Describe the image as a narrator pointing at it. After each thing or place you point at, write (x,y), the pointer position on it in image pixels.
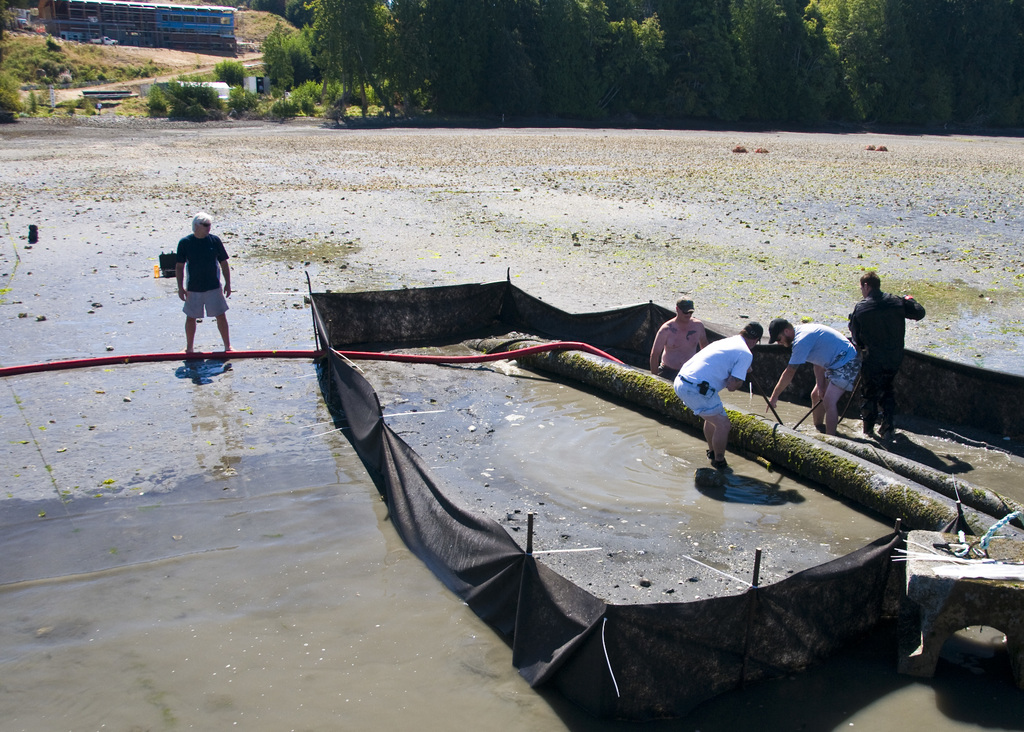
In this image we can see many trees (821,45). There are few people (816,361) working at the right side of the image (694,404). There are few pipes (588,352) on the ground (182,325). We can see a person (216,295) standing at the left side of the image (213,302). There are few objects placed on the ground (151,328) at the left side of the image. There is a building (161,14) at the top left side of the image (178,10).
